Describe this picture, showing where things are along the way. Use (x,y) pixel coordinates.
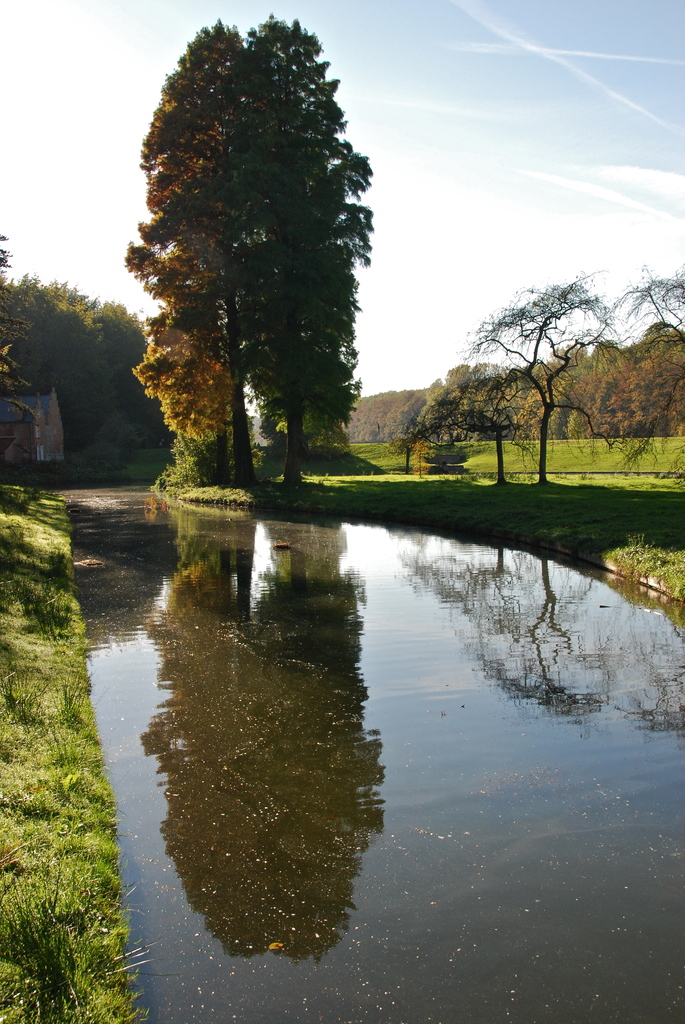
In this picture we can see grass (649,523), water (154,570), trees (236,372) and house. In the background of the image (444,178) we can see the sky (451,147).
